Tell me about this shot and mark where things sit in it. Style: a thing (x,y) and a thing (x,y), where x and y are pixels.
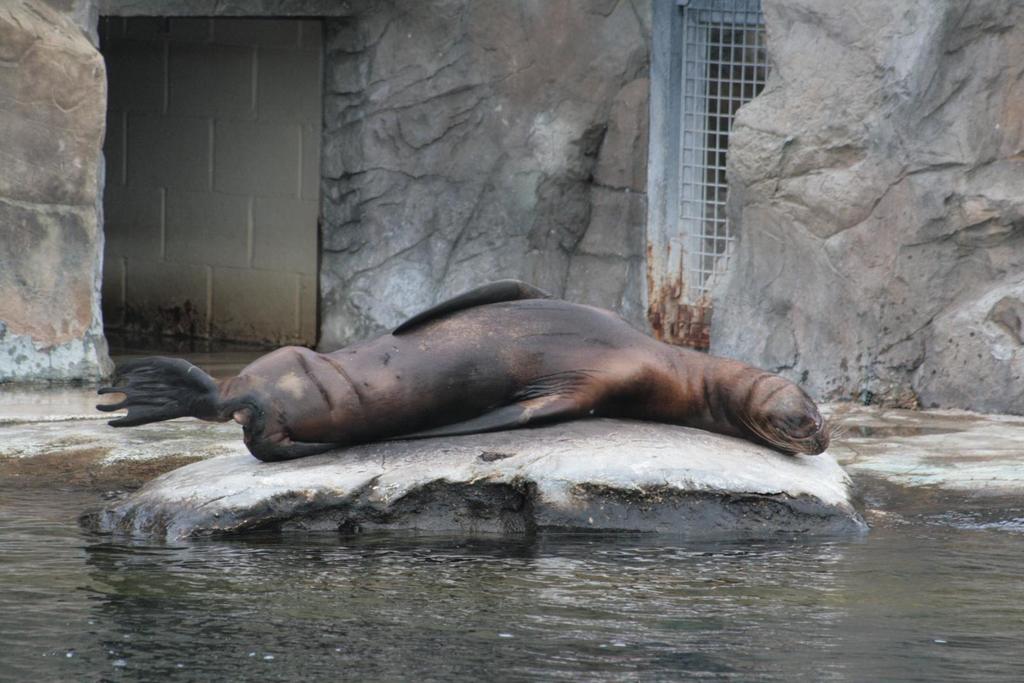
In this image we can see a sea lion (679,397) on the rock (582,495). We can also see the water (734,572), a metal grill (668,262), the rocks (618,22) and a wall (318,322).
